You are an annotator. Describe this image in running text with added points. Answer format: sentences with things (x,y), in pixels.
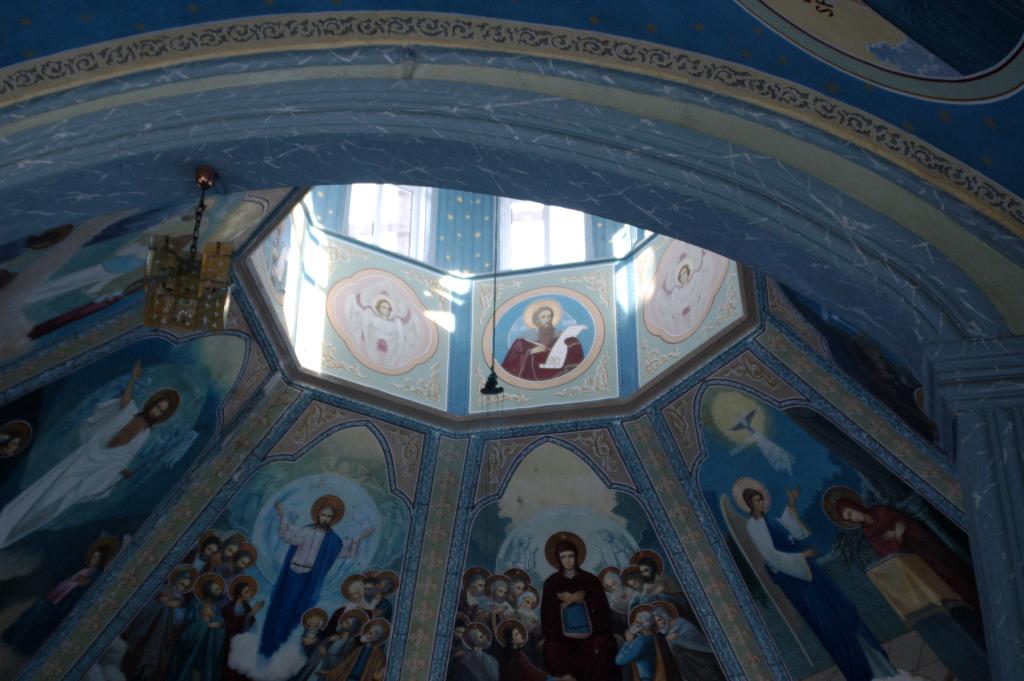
Here in this picture we can see an interior view of a building (421,270) and on the walls (309,427) we can see pictures (271,485) of Jesus (121,446) and other people (574,538) present and we can see lights (492,379) hanging over there and we can also see windows (532,237) on the building (514,246).
